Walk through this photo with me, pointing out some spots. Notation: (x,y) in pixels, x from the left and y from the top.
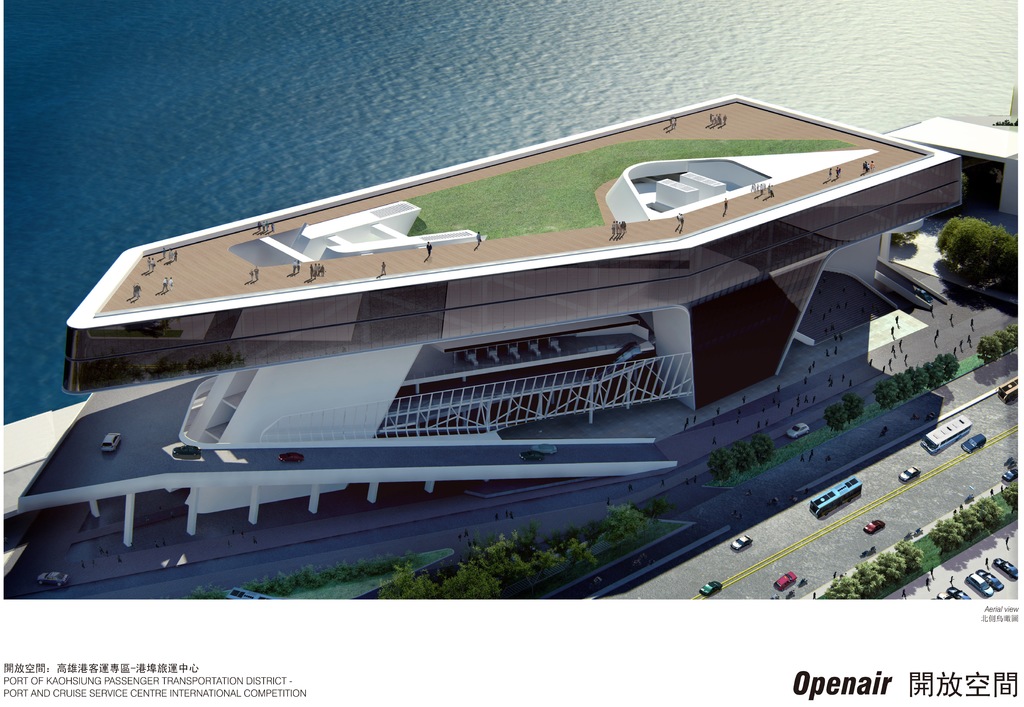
This is an advertisement. This is an aerial view. In this picture we can see the buildings (656,190), grass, trees (512,568), vehicles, road (978,477), pillars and some people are walking on the road (927,279) and some of them are on the floor (551,156). At the top of the image (277,180) we can see the water (195,99). At the bottom of the image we can see the text (68,681).
